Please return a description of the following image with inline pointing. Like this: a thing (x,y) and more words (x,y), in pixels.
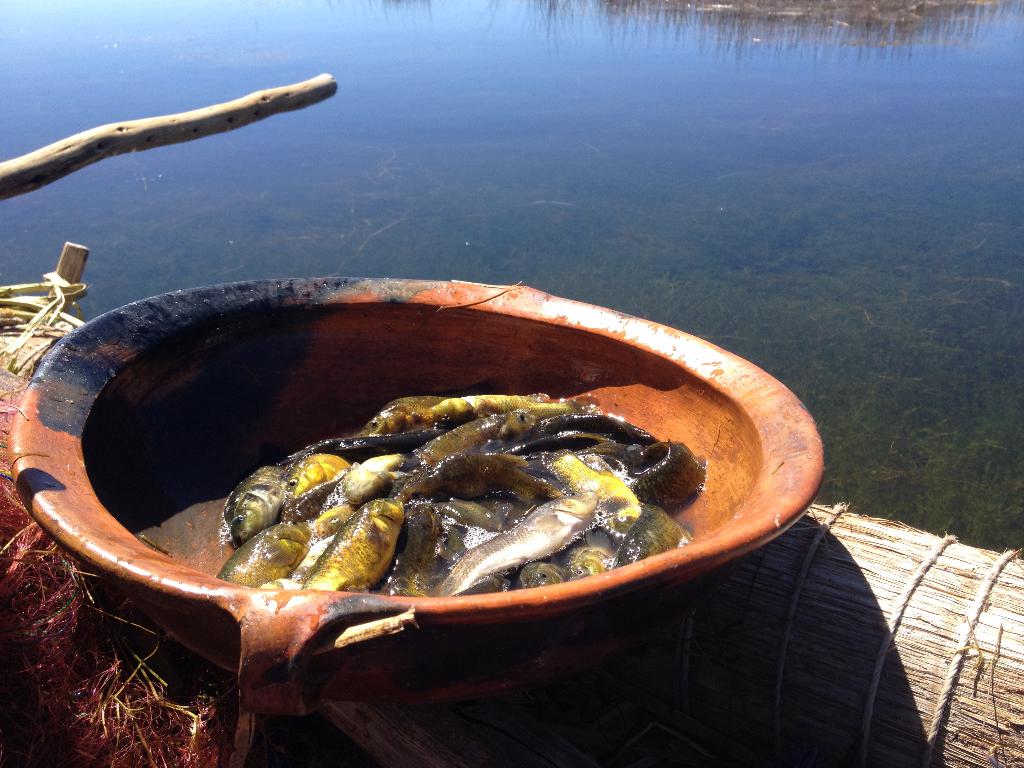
In the middle of the image (433,302) there is a bowl (53,353), in the bowl (402,300) there are some fishes (668,504). Behind the bowl (670,364) there is water (398,223).
